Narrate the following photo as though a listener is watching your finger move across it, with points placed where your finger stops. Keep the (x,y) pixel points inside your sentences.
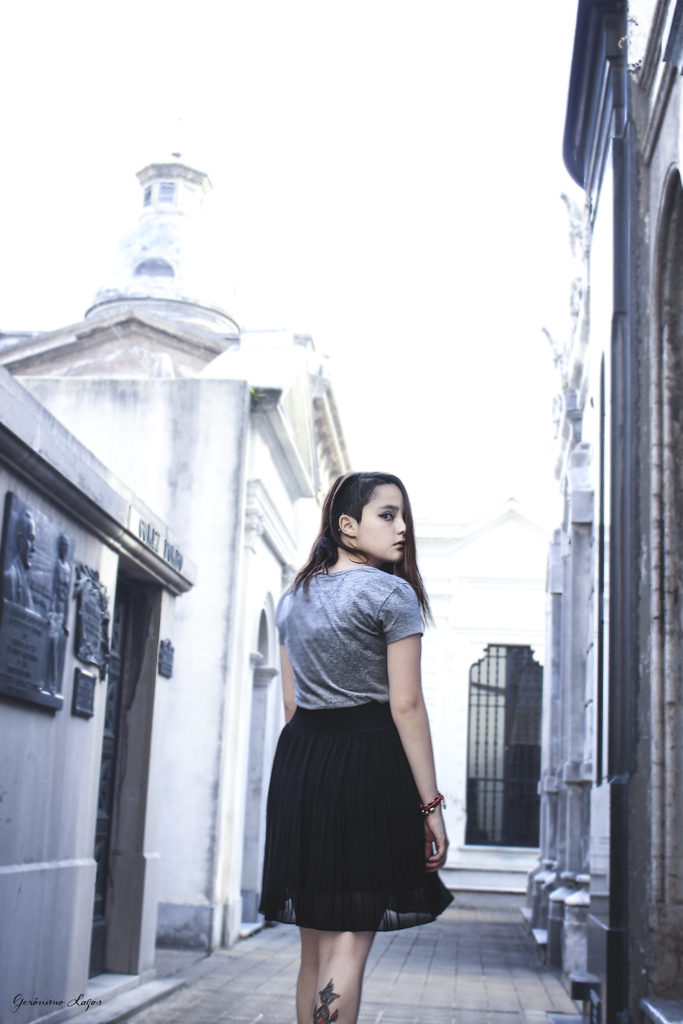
A beautiful woman (351,943) is walking in the street (391,973), she wore grey color top (355,693), black color frock (340,808). There are buildings (639,323) on either side of this image.
